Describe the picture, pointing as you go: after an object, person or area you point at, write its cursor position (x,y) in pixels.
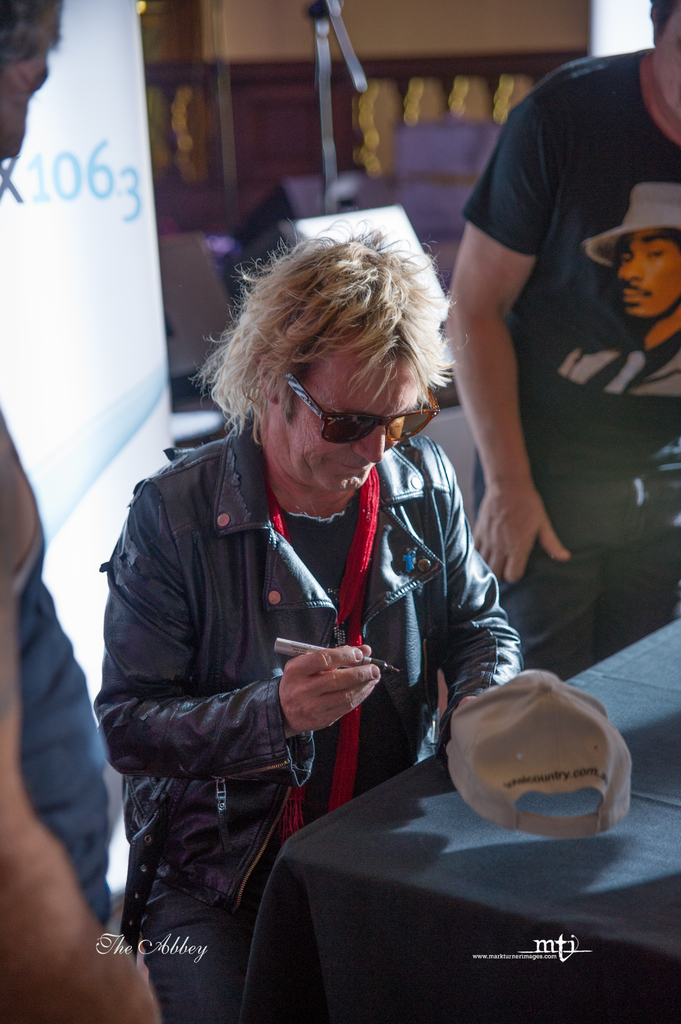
In this image we can see three persons (311,436), one of them is holding a cap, and a pen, in front of them there is a table (628,898), behind them there is a board (113,339) with text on it, also we can see a stand (339,11), and the wall (457,28), there are text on the image.
